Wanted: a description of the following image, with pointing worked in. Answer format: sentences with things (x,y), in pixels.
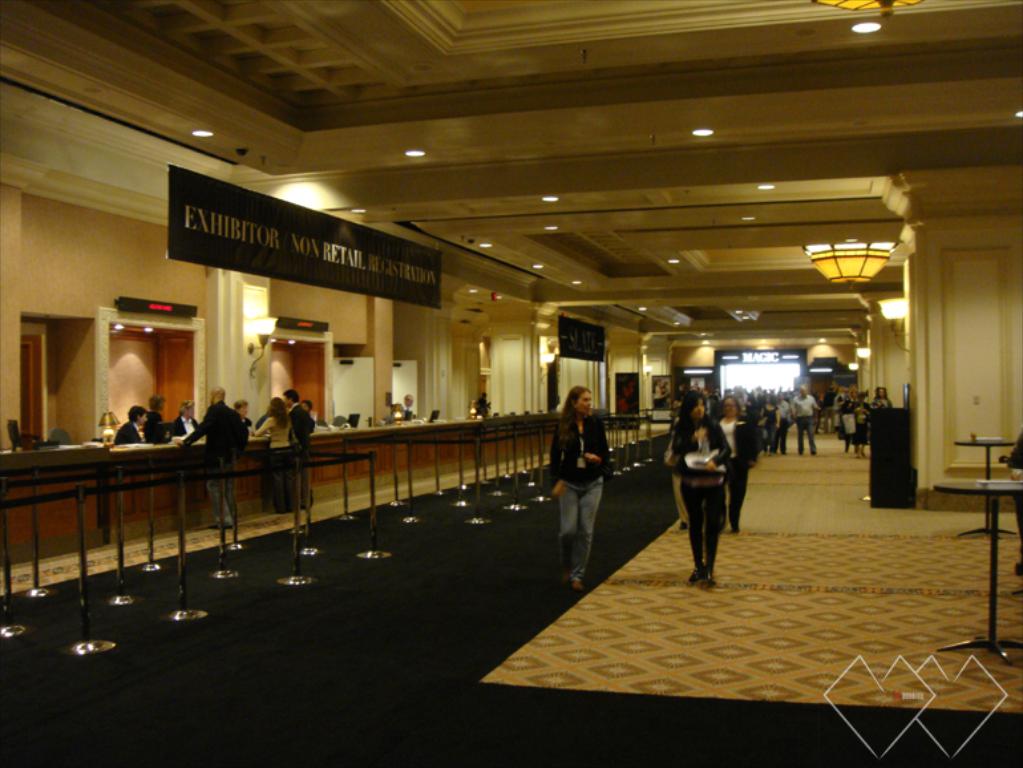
In this image we can see a group of people (581,524) standing on the floor (534,477). We can also see some poles (371,491) with ribbons (455,432), tables (351,446), some boards (255,269) with text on them, pillars (942,454) and a roof (761,205) with some ceiling lights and a chandelier (849,275). On the left side (104,468) we can see some people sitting beside a table (122,463) containing some objects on it.
